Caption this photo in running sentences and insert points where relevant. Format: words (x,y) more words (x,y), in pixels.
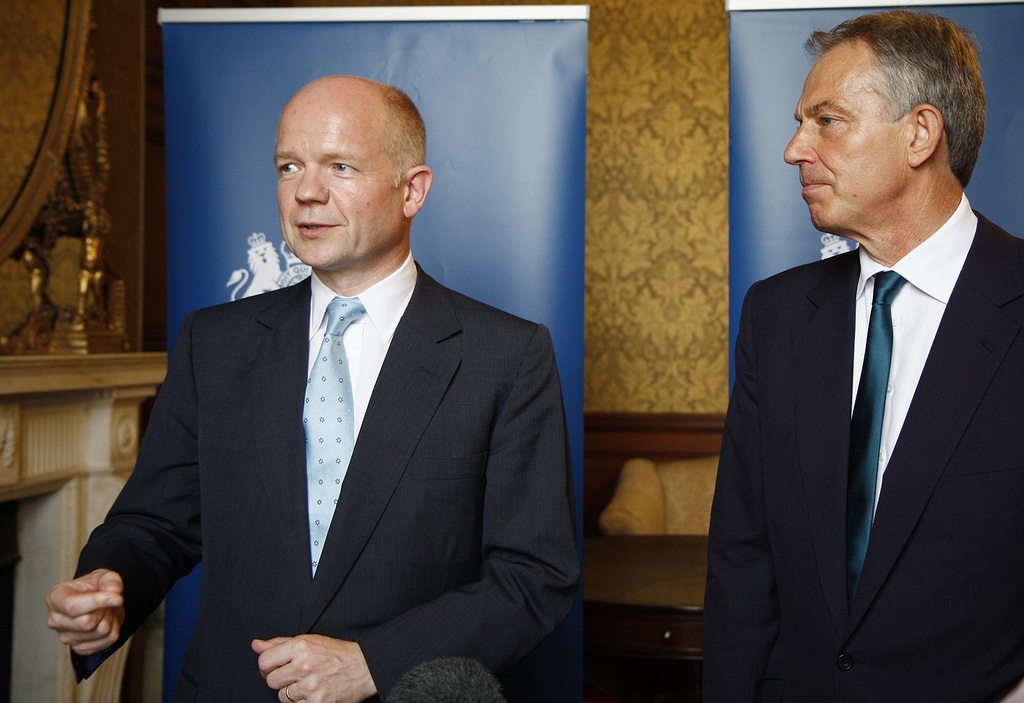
In this image, we can see two men (406,471) in suits (465,555) are standing. In the background (481,239), we can see banners (492,247), wall (685,266), mirror (44,110) and few objects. Here we can see a person (491,338) is talking.
